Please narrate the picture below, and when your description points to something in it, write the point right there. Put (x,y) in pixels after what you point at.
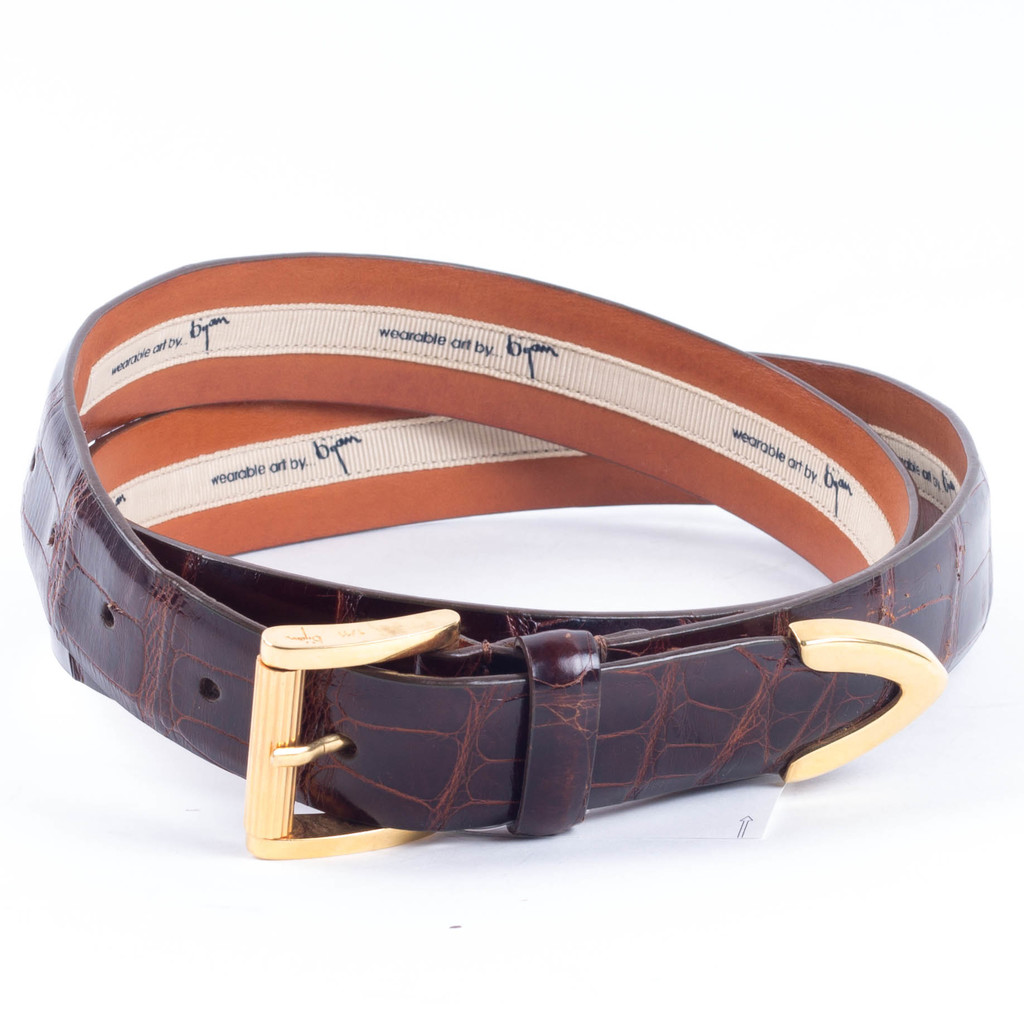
In this image there is a brown color belt (469,497).
